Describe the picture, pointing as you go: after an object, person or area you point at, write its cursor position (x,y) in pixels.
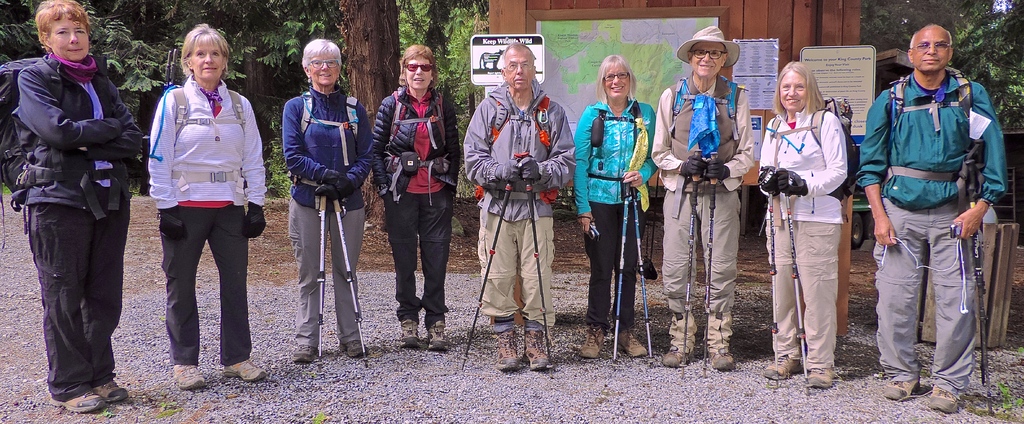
In this image we can see persons (634,286) standing on the ground (555,292) and some are holding walking sticks (538,267) in their hands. In the background (571,49) we can see wall hangings (576,35) to the wall (514,29), information boards (573,29) and trees (281,91).
